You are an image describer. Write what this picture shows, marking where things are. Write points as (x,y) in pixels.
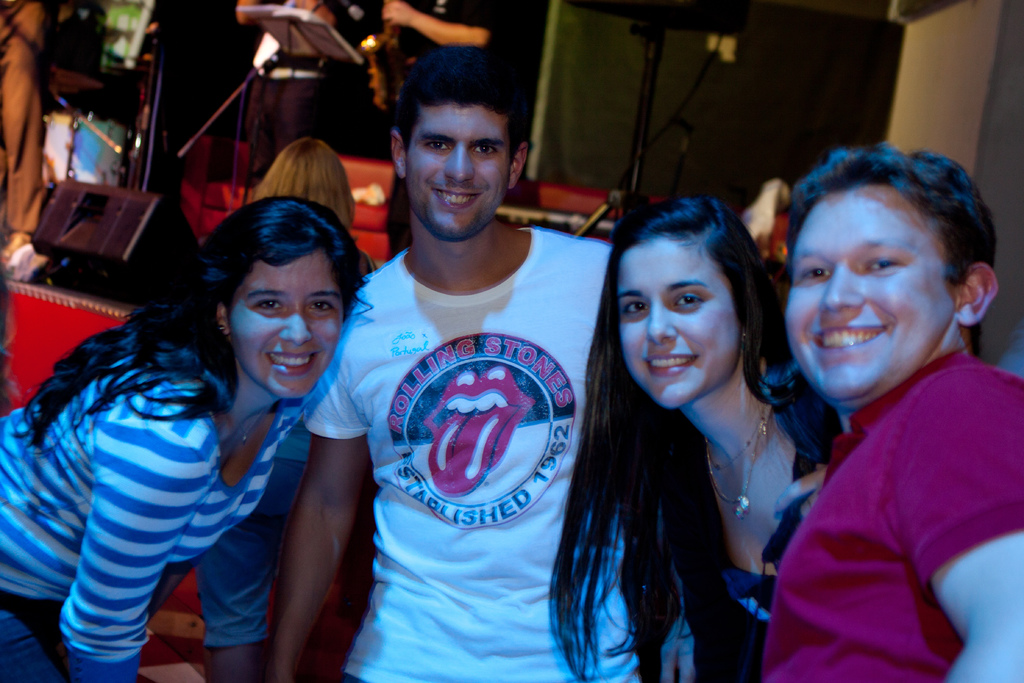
In this image, we can see four people (961,272). In the background (376,58), we can see a person (430,43) standing and holding a saxophone (389,58) in his hand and the person (417,53) is also standing in front of a musical instrument (106,132). On the left side (91,249), we can see a speaker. In the background (953,100), we can see a musical instrument (648,64) and a wall (977,95).
